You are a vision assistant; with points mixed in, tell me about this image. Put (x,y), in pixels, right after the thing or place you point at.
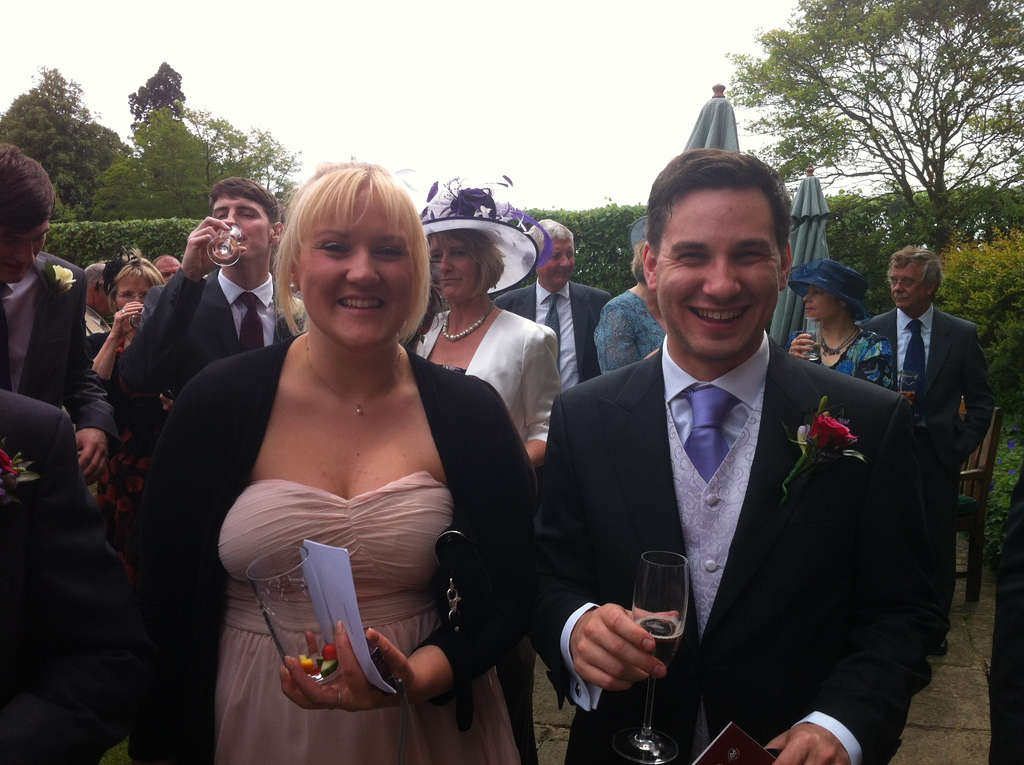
In this image there is a group of persons (532,513) are standing on the bottom of this image (385,521). There are some trees (1022,271) in the background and there is one chair (973,486) on the right side of this image (983,495) and there is a sky (433,82) on the top of this image (462,88).
